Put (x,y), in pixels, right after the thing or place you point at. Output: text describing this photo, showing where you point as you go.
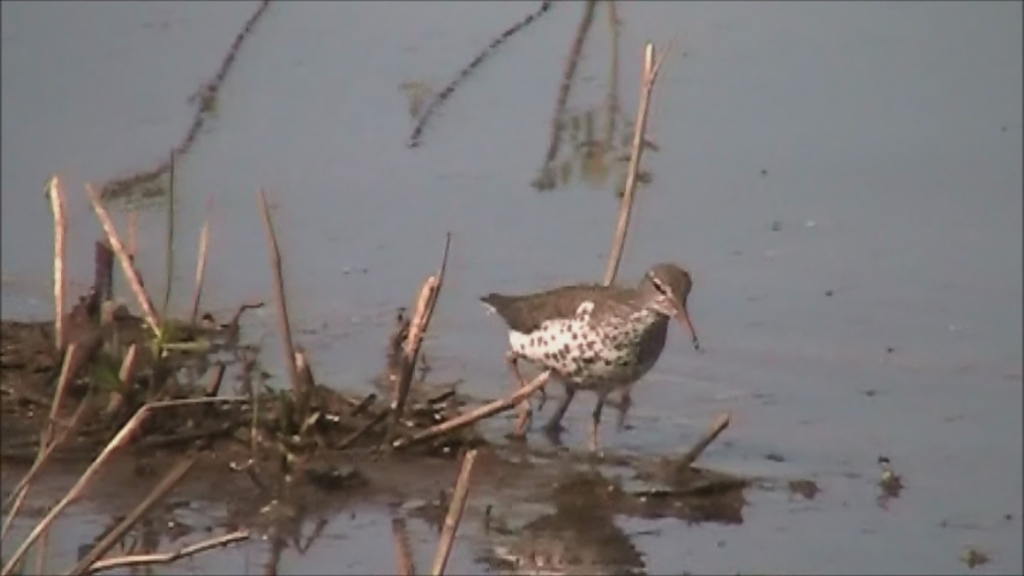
In this image I can see a bird (601,319) which is black, grey and white in color is standing on the ground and I can see few wooden sticks (394,412) on the ground (23,335) and the water (470,125). On the surface (806,260) of the water (823,261) I can see the reflection of a tree (593,152).
